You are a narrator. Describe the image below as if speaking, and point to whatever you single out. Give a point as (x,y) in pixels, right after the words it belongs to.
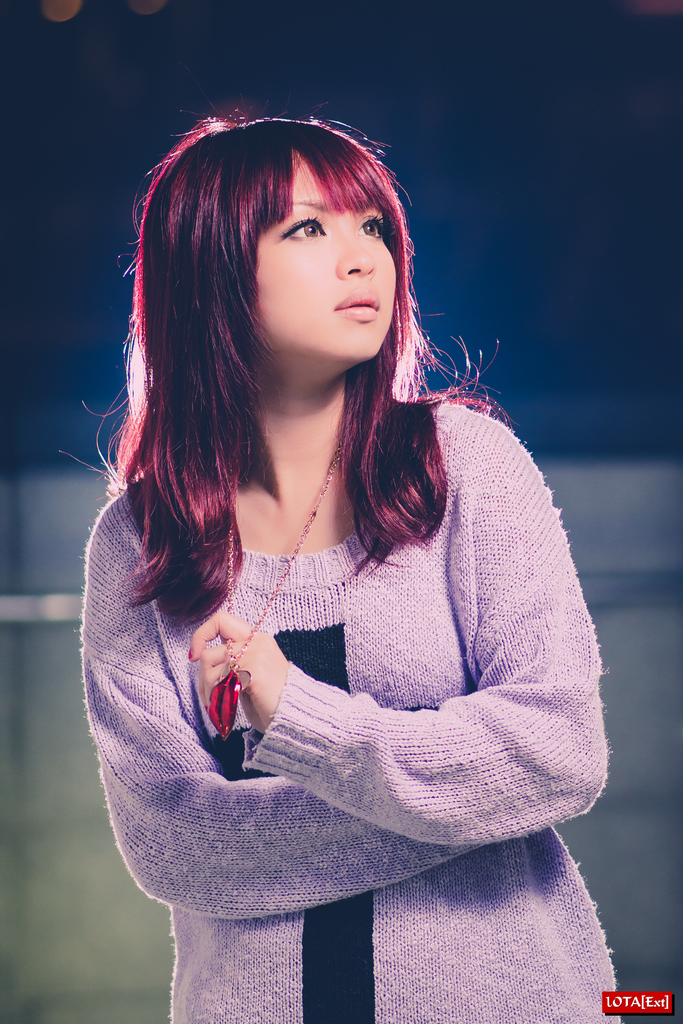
In this image we can see a woman (398,836) wearing purple color dress (313,820) and chain (301,546) is standing here. The background of the image (63,705) is blurred.
